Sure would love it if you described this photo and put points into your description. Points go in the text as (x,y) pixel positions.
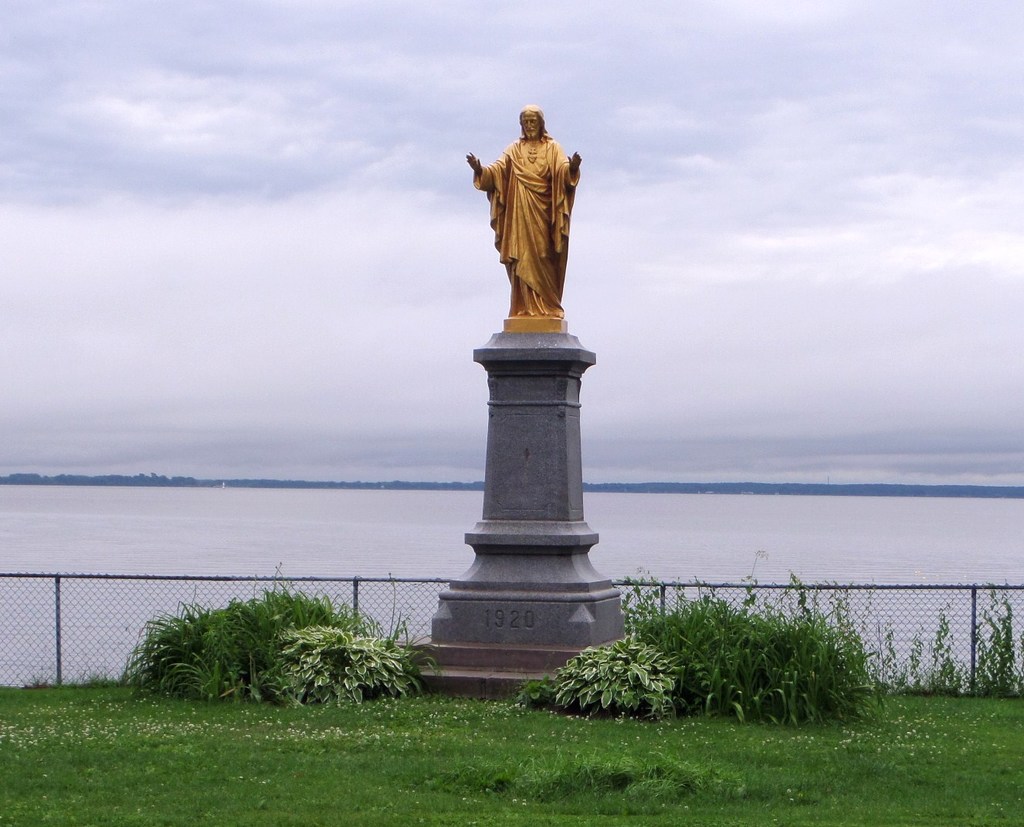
In this image we can see a sculpture (544,225), plants (697,645) and a fence (133,636). In the background of the image (815,493) there are trees (484,486) and other objects (651,517). At the top of the image (473,202) there is the sky (435,249). At the bottom of the image (613,783) there is the grass (577,756).
